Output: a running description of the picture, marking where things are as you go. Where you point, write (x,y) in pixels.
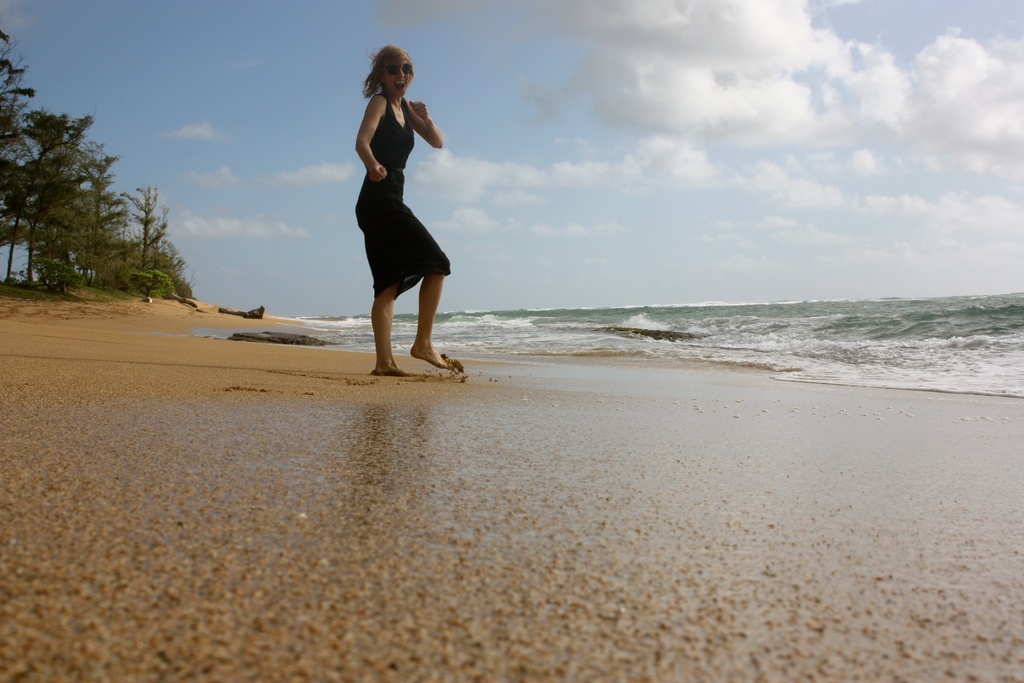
In this image, we can see a woman (370,145) standing, at the right side (849,318) there is water (760,319) and at the left side (126,202) there are some green color trees (112,210), at the top (184,96) there is a sky (391,38) which is cloudy.
